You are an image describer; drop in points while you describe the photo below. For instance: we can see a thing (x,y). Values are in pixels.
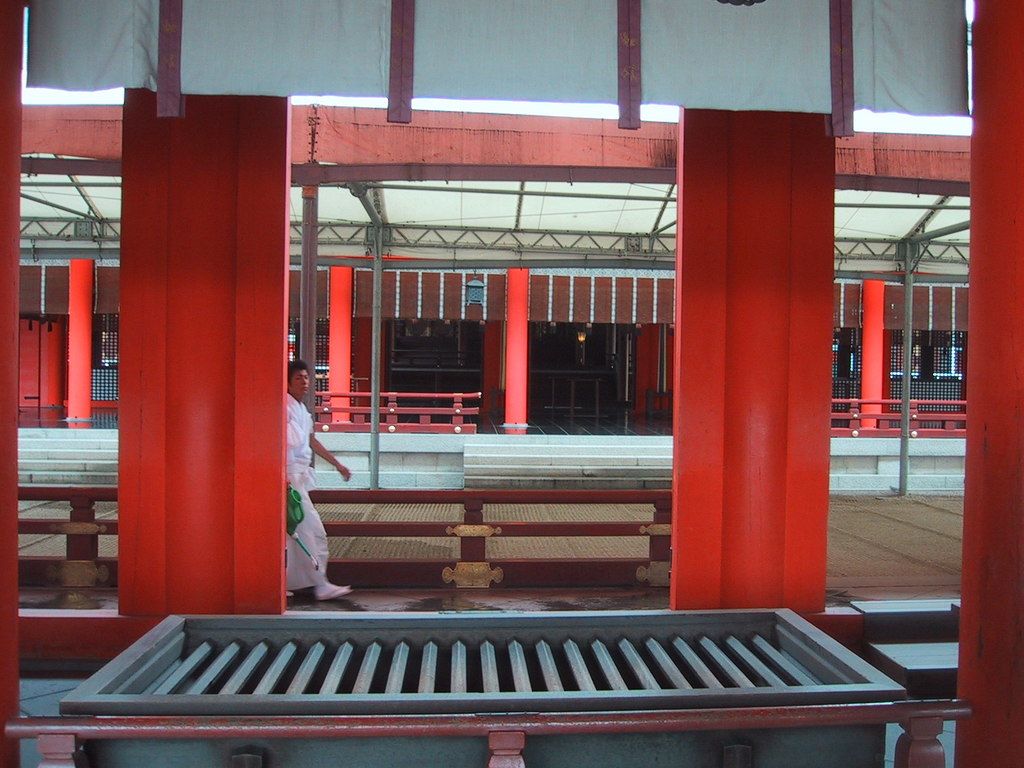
A person (321,573) is walking wearing a white robe (321,558). Behind him there is a building (512,417) which has red pillars (336,339).
